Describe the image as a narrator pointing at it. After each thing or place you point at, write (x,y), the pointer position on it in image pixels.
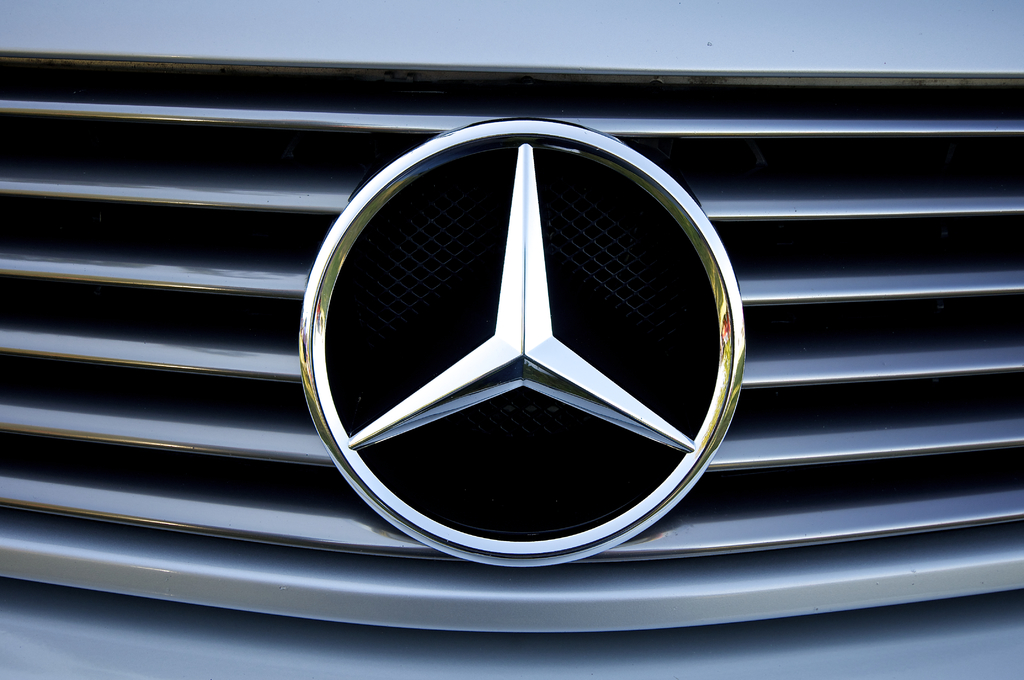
This picture shows mercedes Emblem (485,552) on the car (938,141).
